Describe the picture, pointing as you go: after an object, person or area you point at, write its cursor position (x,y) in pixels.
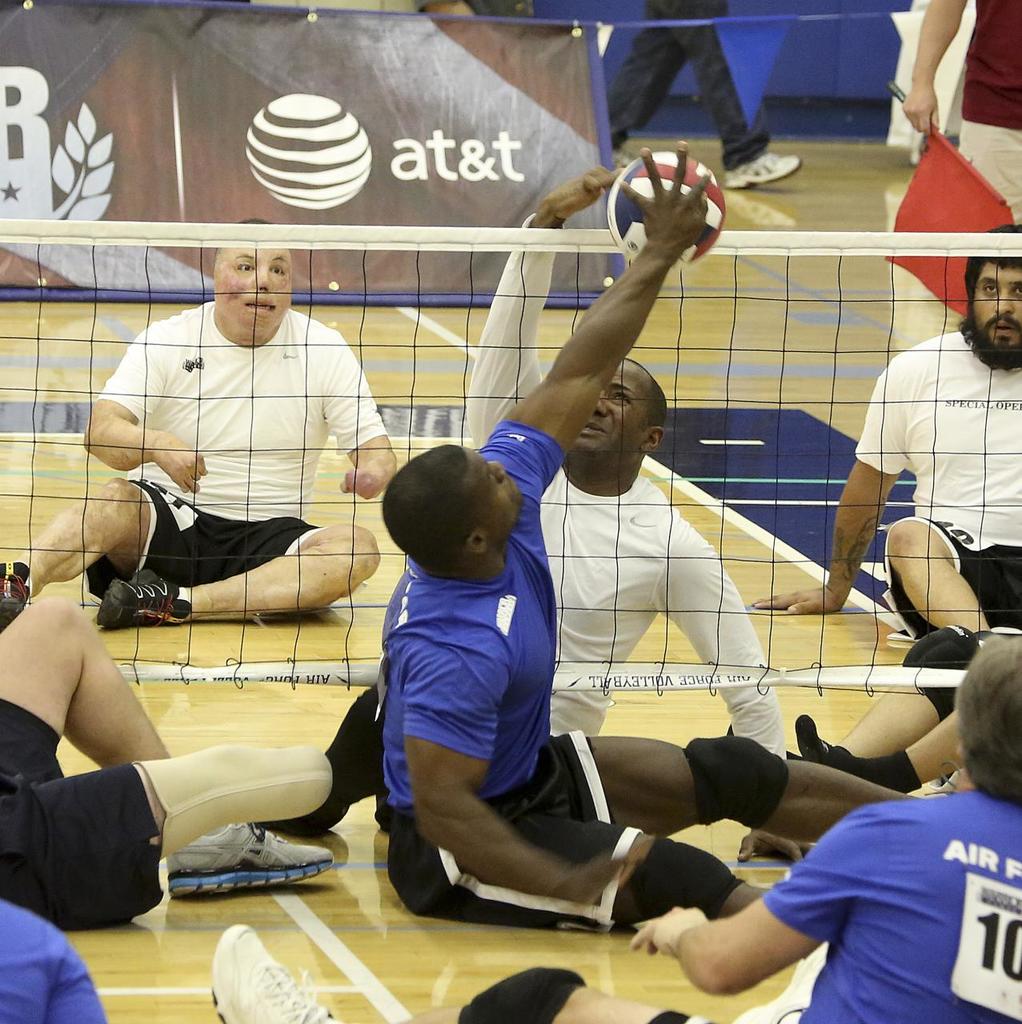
In this picture I can see some people (658,564) are sitting on the ground (678,269) and playing with ball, in between them there is a net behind few people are walking.
